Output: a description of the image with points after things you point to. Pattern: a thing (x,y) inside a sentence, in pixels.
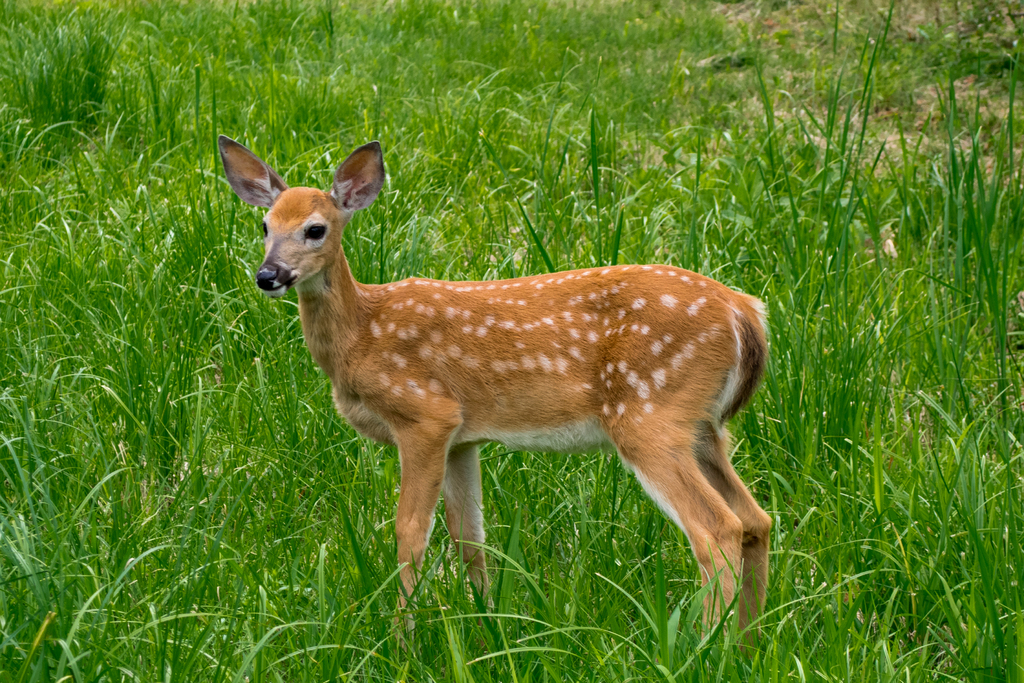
In this picture there is a deer (748,527) who is standing on the ground (832,397). On the left (104,375) i can see the grass (47,512).
